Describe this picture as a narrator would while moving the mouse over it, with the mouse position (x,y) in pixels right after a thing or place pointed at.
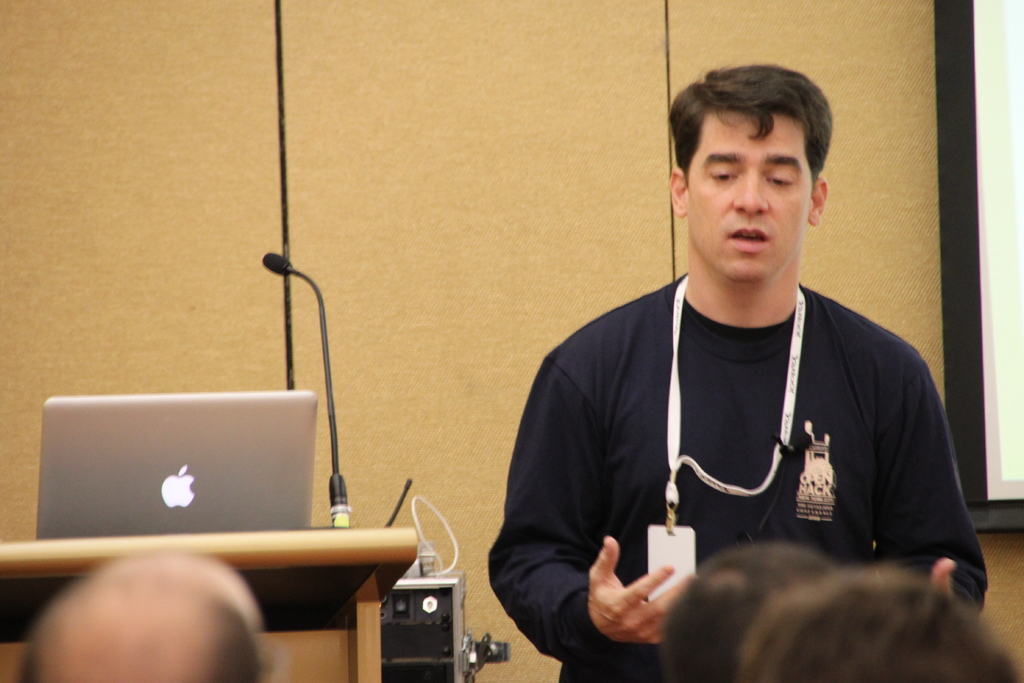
A man (820,462) is standing and talking, he wore t-shirt (749,476), Id card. On the left side (225,417) there is a laptop (292,493) and a microphone (325,332).
